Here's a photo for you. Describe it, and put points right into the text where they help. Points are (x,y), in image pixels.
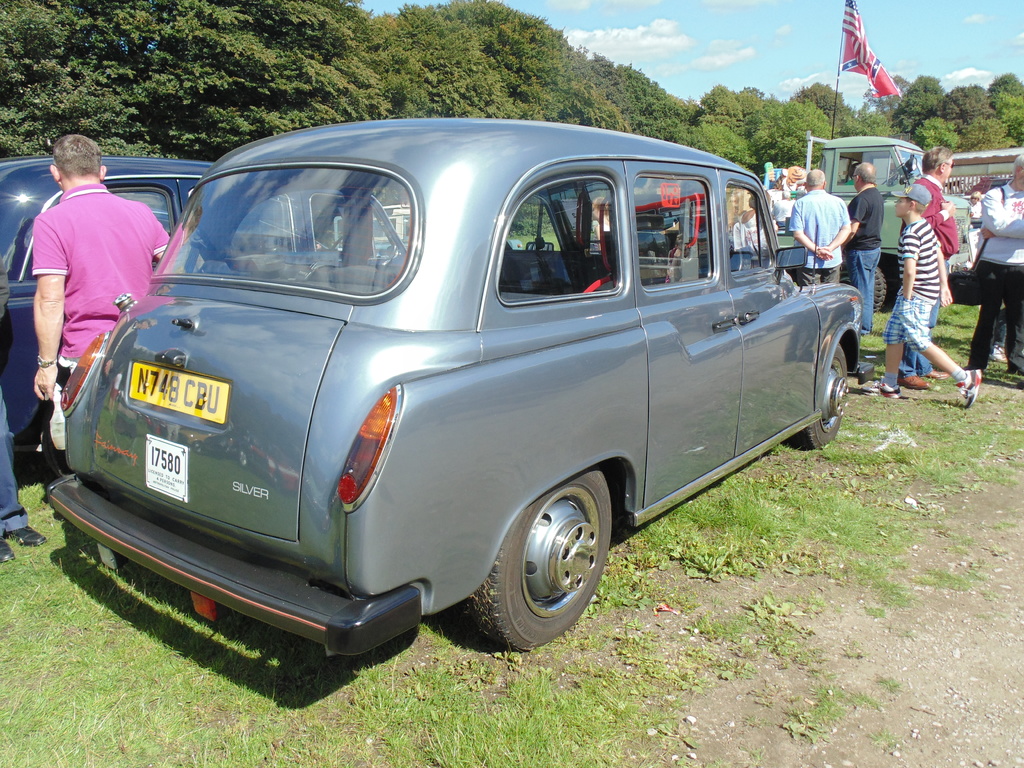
This image is taken outdoors. At the bottom of the image (322,663) there is a ground (671,669) with grass (788,551) on it. At the top of the image (654,43) there is a sky (729,58). In the background (179,116) there are many trees (600,70). In the middle of the image (581,425) a few vehicles (410,263) are parked on the ground (858,425). A few people (1003,227) are standing on the ground (946,381) and a few (930,253) are walking and there is a flag (846,57).
